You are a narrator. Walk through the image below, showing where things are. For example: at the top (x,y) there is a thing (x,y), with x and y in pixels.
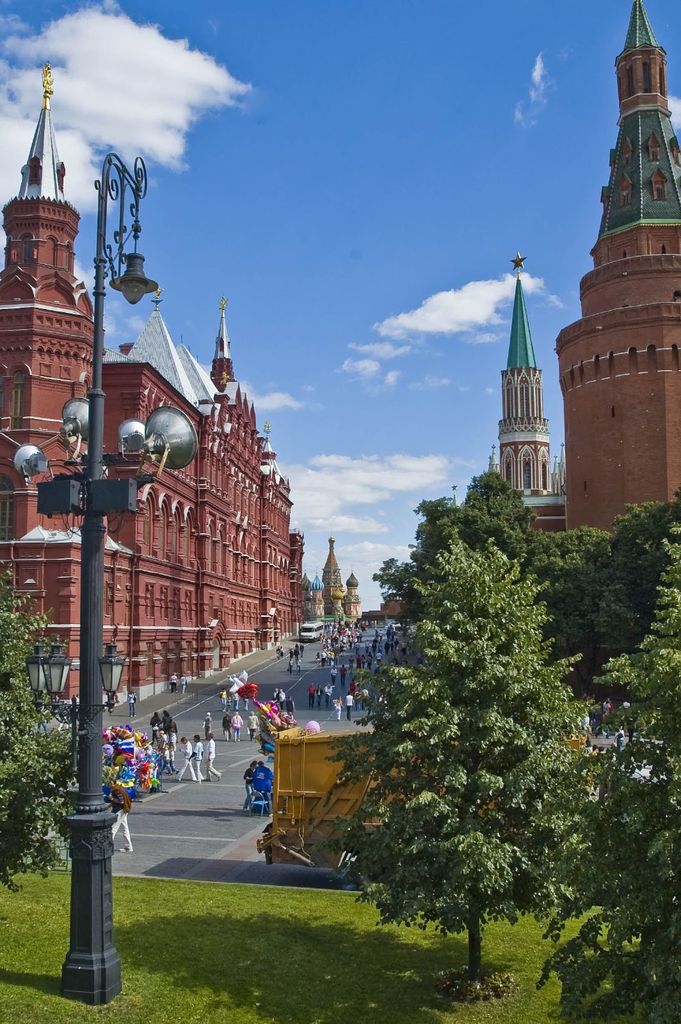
This is a street view at the top of the image (339,158) I can see the sky (303,114). On the left (171,402) and right sides of the image I can see some buildings (531,407), in the right bottom corner (624,988) I can see trees (590,993), on the left side of the image (151,452) I can see a light pole (162,420), in the center of the image (293,667) I can see few people (211,735) on the road (292,696).
